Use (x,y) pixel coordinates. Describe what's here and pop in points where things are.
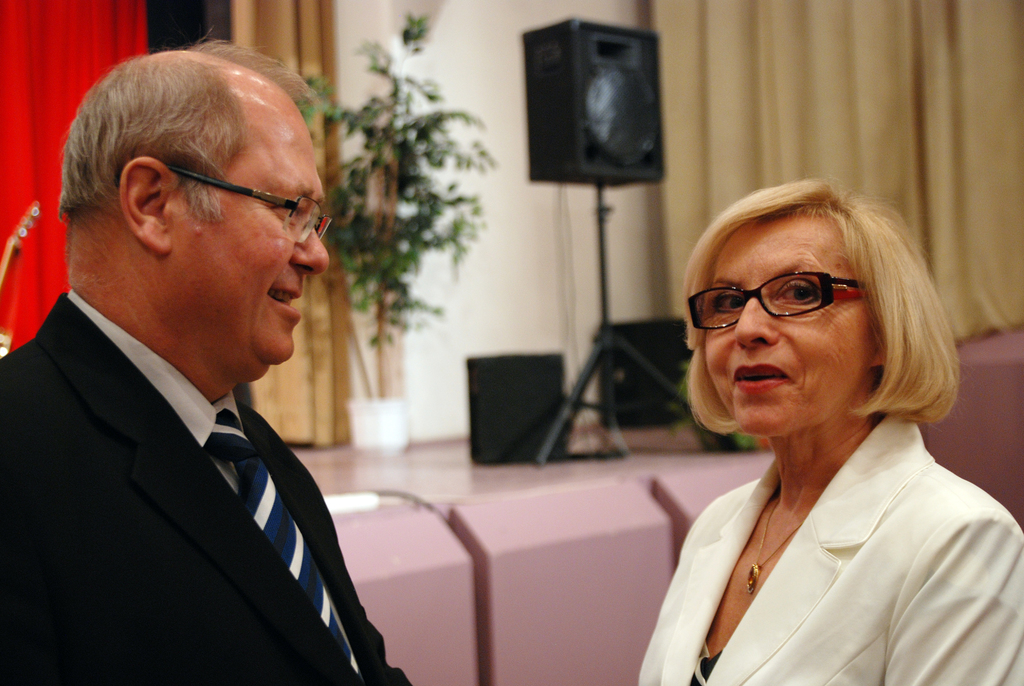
In the image we can see two persons (232,174) are standing and smiling. Behind them there are some speakers (658,153) and plants (343,202). At the top of the image (685,62) there is wall (591,209) and there are some curtains (29,8).
